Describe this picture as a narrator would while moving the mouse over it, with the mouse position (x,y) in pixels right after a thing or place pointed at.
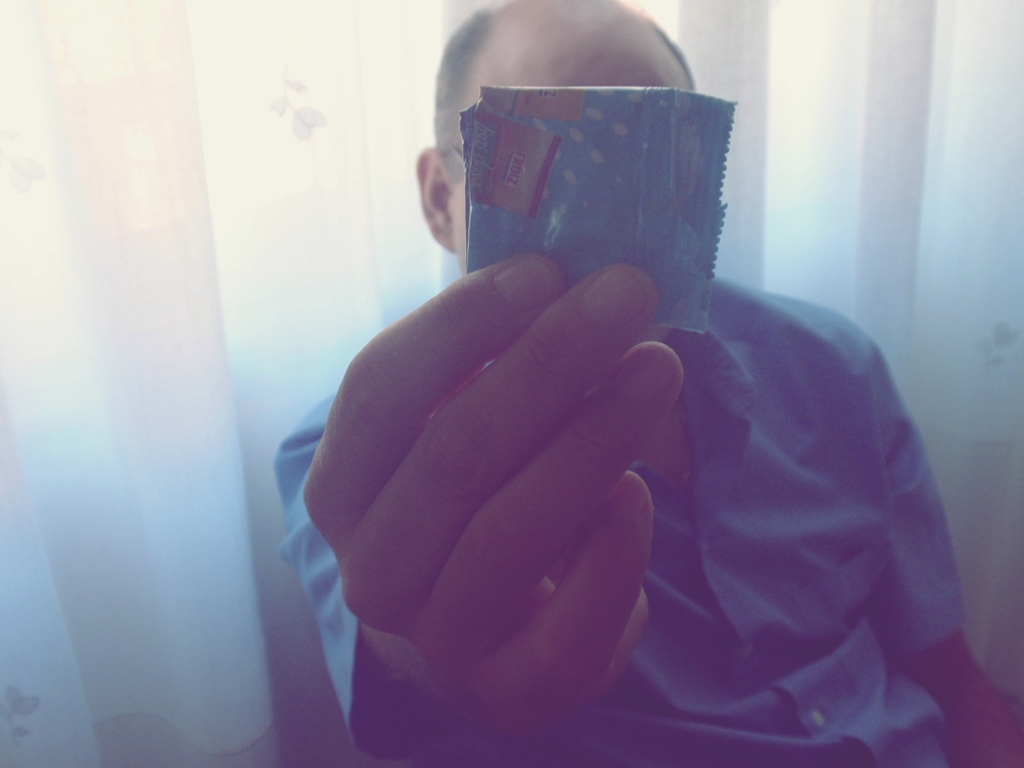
In the picture there is a person (788,312), he is catching an object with the hand (436,528), behind the person (726,648) there is a curtain (178,588).
